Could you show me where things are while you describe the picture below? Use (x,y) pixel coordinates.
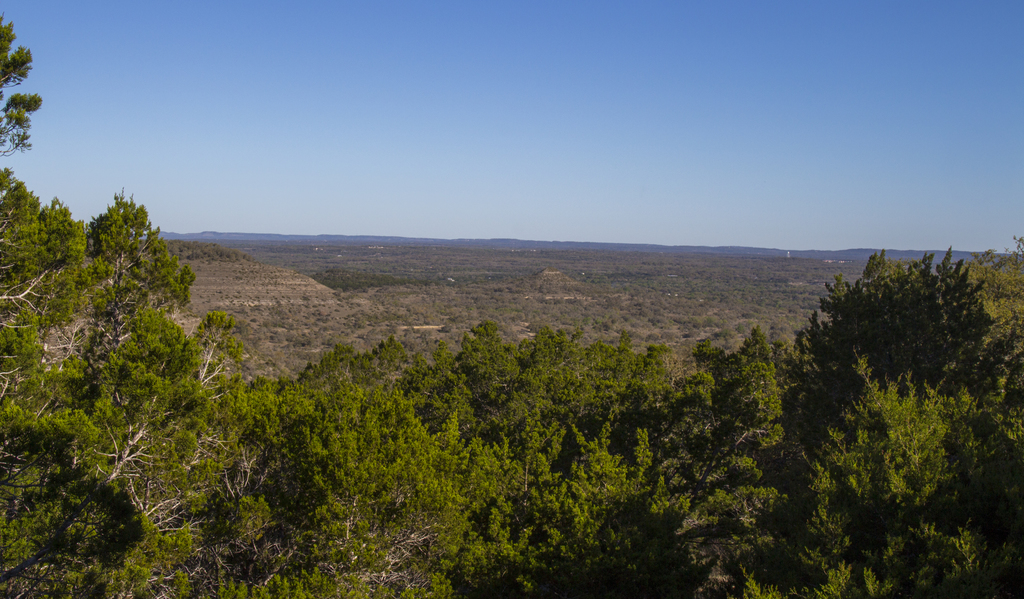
In this picture we can see the beautiful view of the trees (288,495) in the front (991,386). Behind there is a ground (528,258) and on the top (577,148) we can see the sky (529,200).
